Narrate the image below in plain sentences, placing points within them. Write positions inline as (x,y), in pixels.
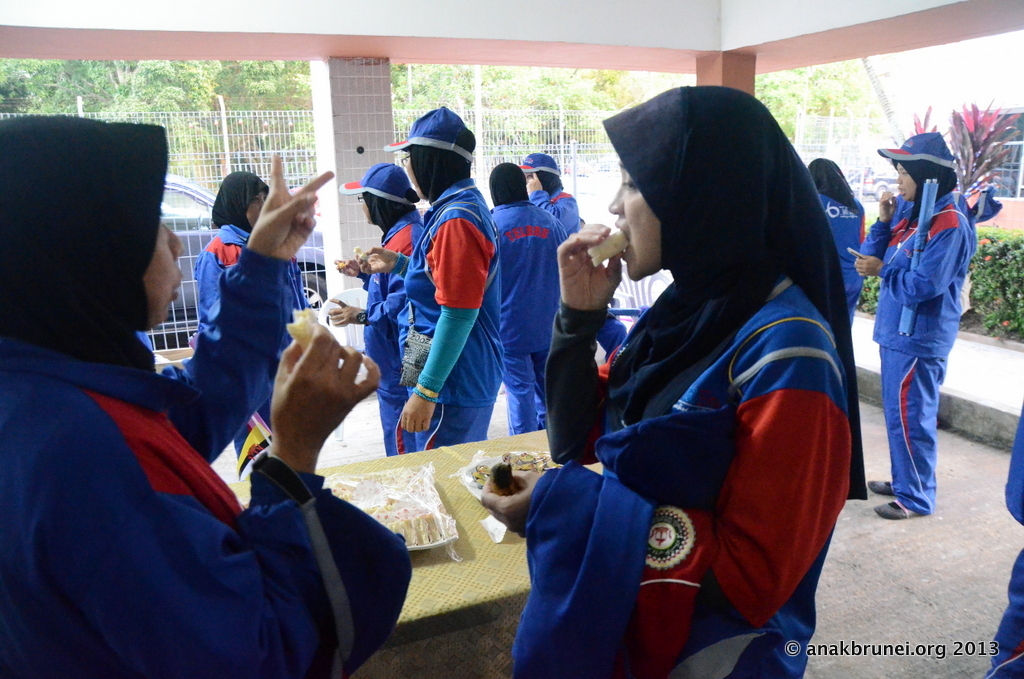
In this image I can see some people (554,373). In the background (181,211), I can see a car (191,185), the rail (257,149) and the trees (282,98).
